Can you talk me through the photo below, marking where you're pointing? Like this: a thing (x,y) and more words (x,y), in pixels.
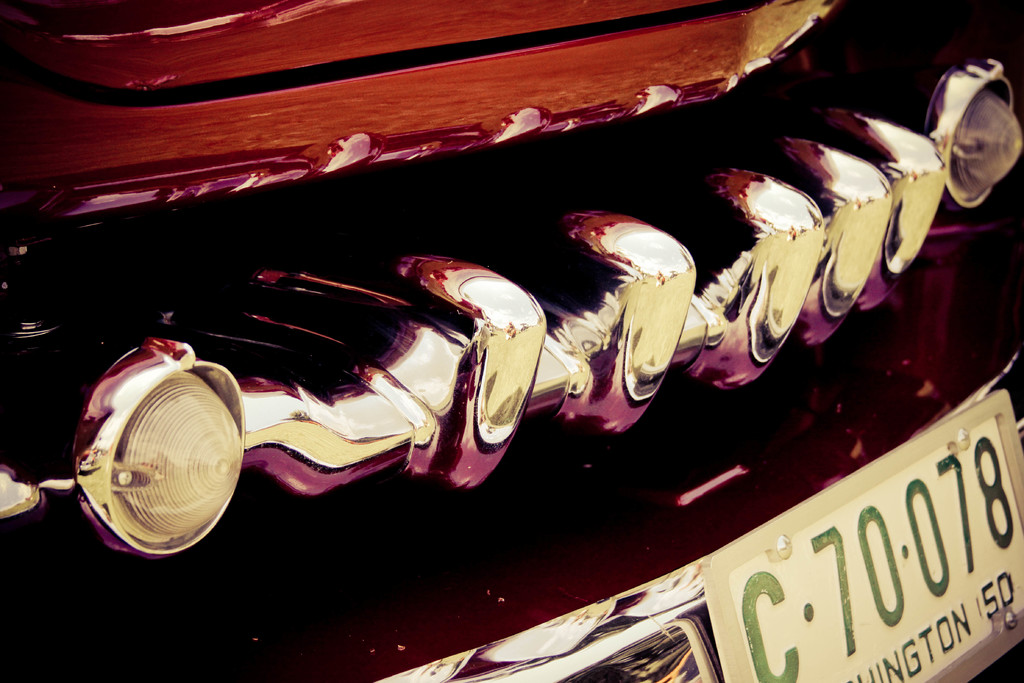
In the image we can see a vehicle bumper (708,661). In the bottom right corner of the image (748,662) there is a number plate (748,662).
